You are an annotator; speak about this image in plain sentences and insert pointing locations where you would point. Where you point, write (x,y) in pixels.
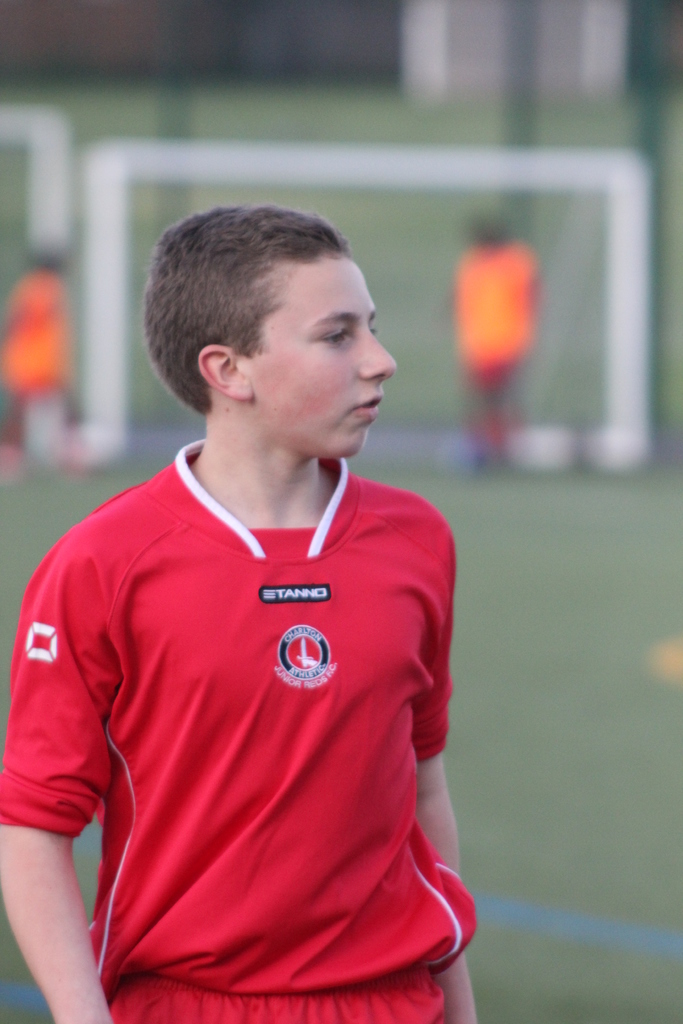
In this image we can see a boy (337,614) standing on the grass field (627,976). In the background (492,296), we can see some people (38,355) standing and a goal post (42,173).
